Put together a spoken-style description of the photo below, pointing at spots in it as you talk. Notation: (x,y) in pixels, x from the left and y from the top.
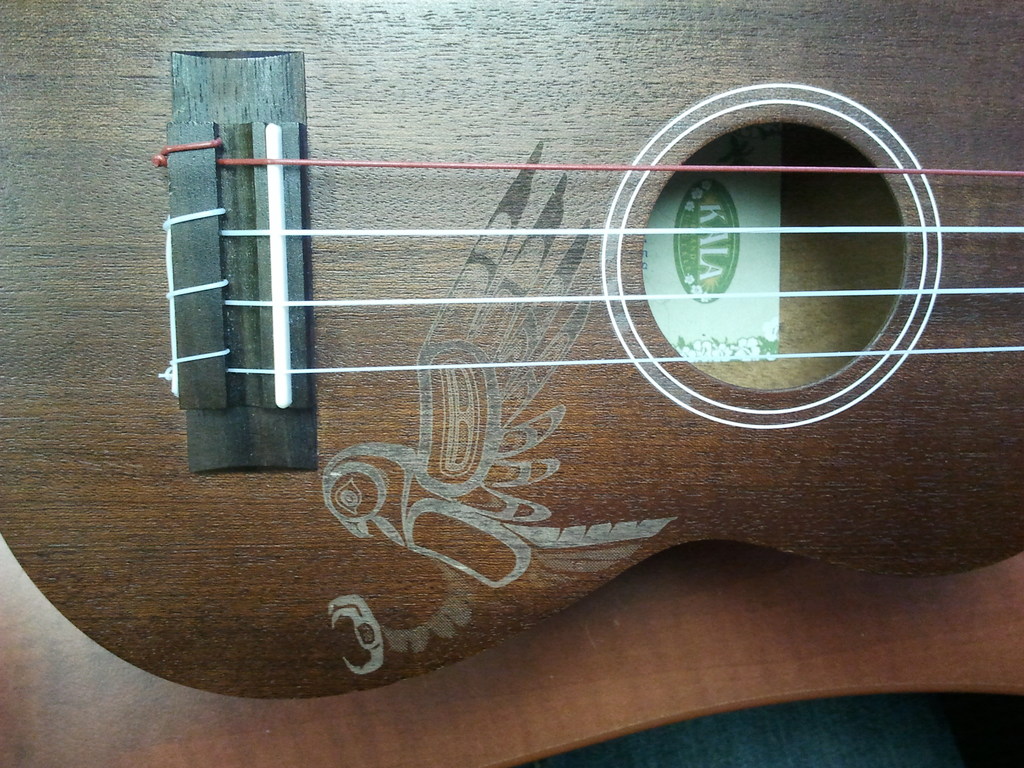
In this image i can see a guitar (383,240) with four strings (416,300).
